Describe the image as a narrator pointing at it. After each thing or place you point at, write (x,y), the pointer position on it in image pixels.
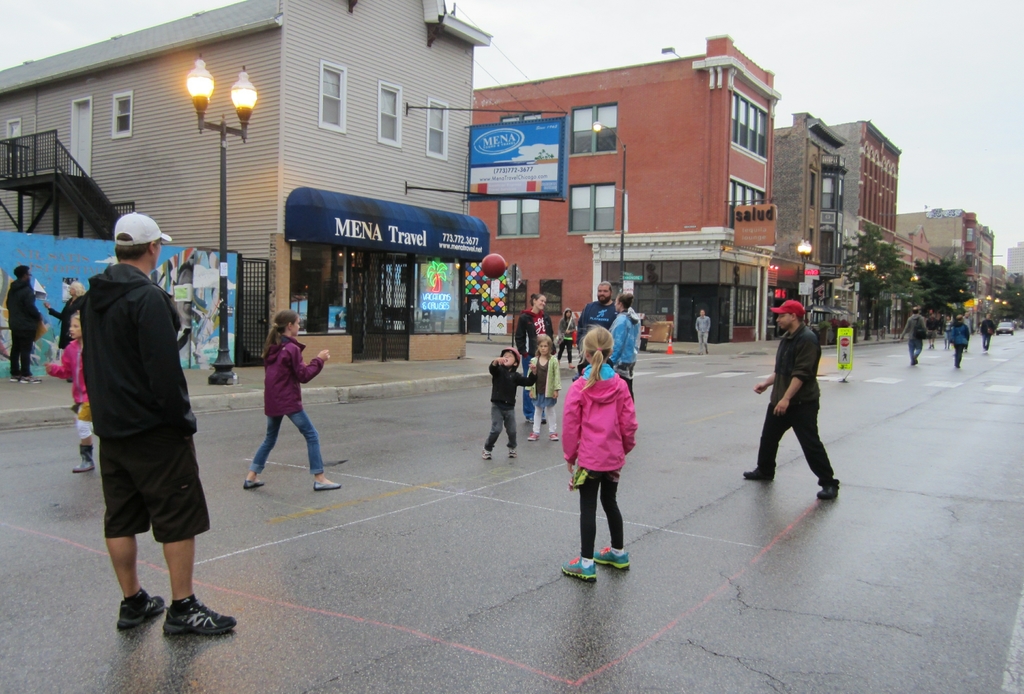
In this image we can see people (495,432), road (727,560), poles (226,358), lights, boards (456,246), ball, windows (433,135), and buildings (527,255). In the background (795,99) there is sky (823,95).
